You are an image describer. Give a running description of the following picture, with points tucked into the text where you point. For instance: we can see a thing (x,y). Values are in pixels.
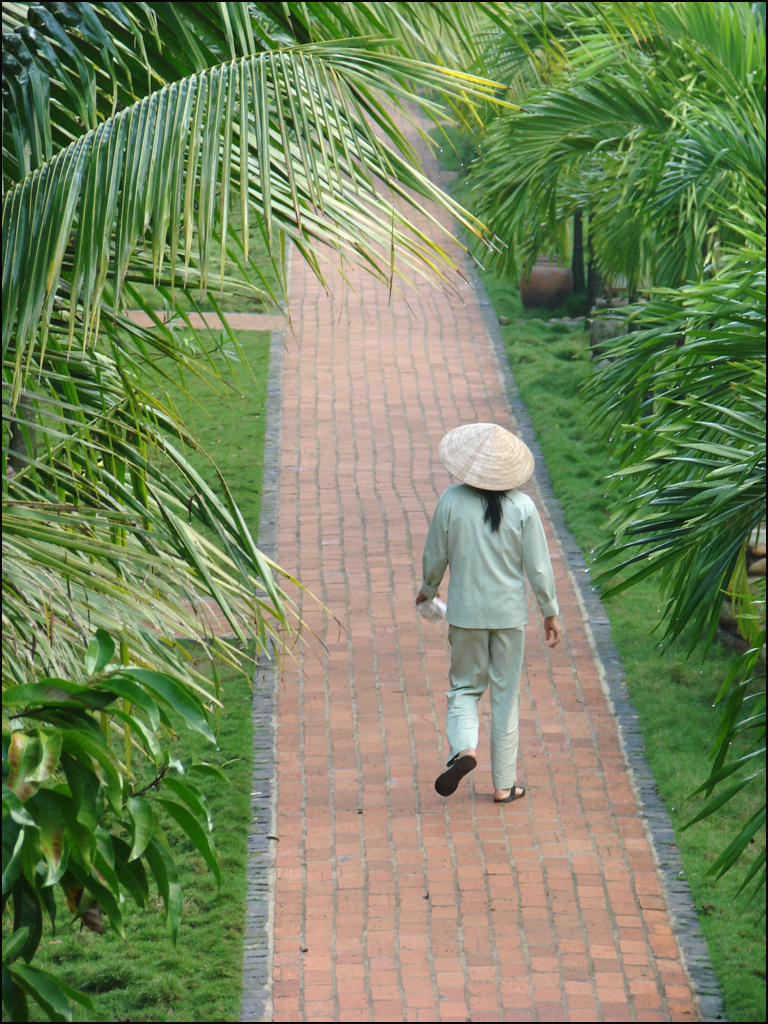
In the center of the image (484,655), we can see a person (464,773) walking and wearing hat (487,487) and holding an object (443,610). In the background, there are trees (179,670) and at the bottom (527,924), there is sidewalk (569,885).
